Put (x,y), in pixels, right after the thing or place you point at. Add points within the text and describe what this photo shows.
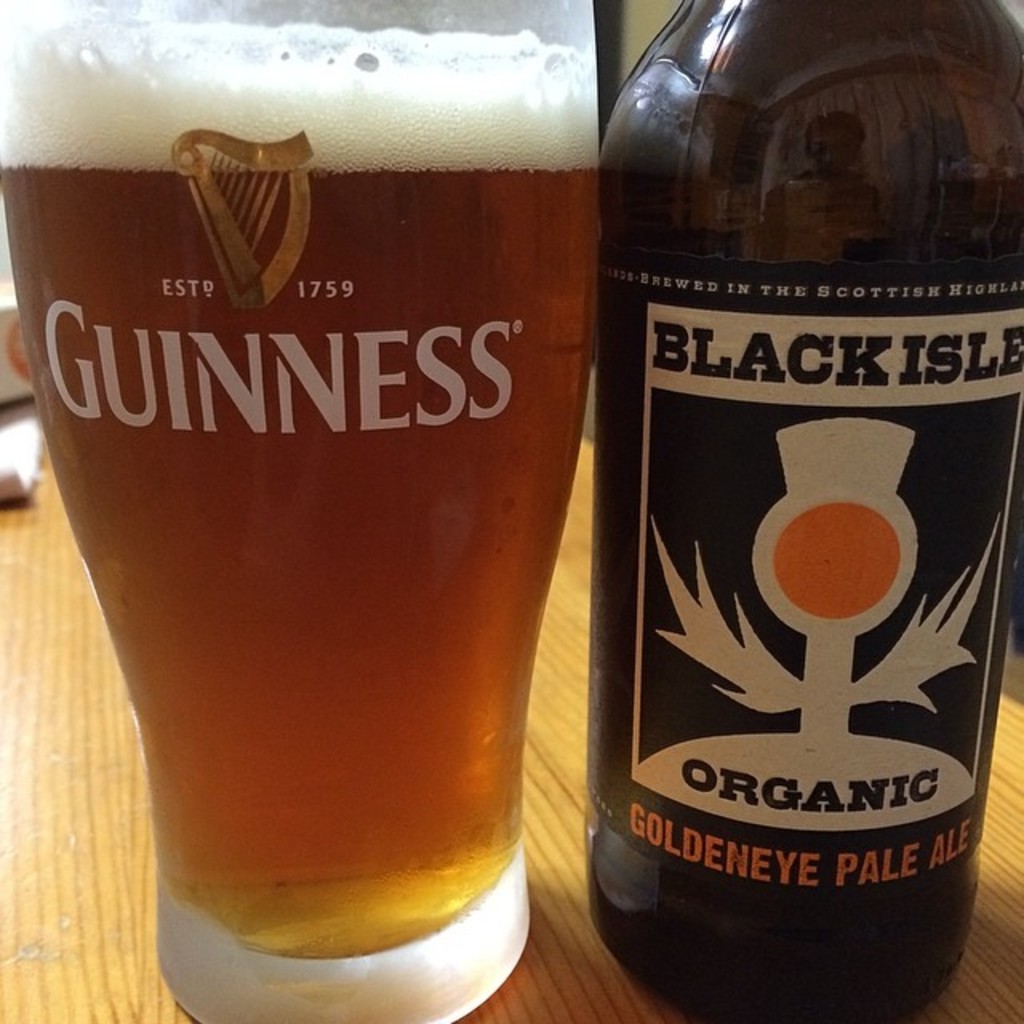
In the center of the image (556,630) there is a table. On the table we can see box (14,388), paper (19,448), bottle (878,382), a glass (320,467) which contains beer (444,532).
